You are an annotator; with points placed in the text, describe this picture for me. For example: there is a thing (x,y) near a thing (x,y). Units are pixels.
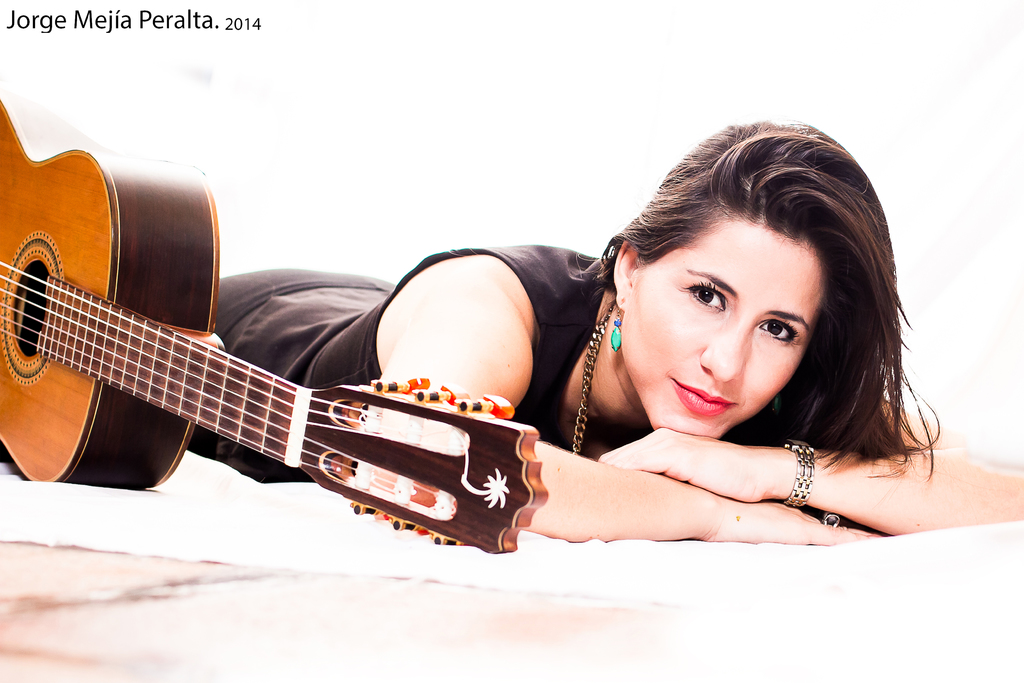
In this image I can see a person (552,428) laying and the person (348,351) is wearing black color dress (531,419) and I can also see a musical instrument (64,377) and I can see white color background (808,108).
